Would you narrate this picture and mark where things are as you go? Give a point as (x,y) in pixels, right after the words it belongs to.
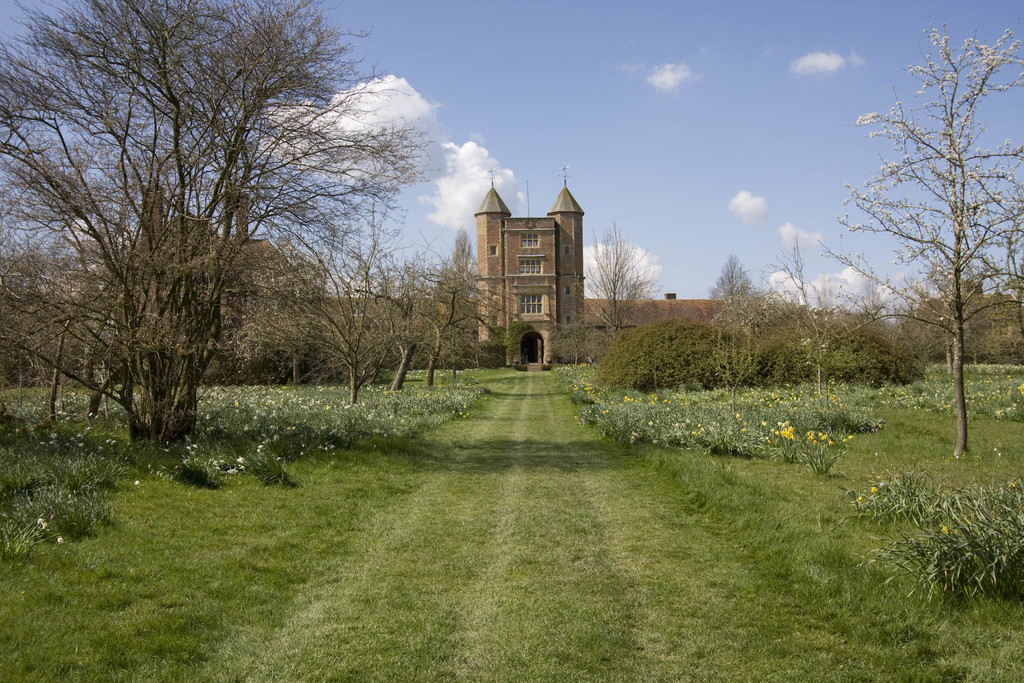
In this image in the foreground (866,472) there is greenery (559,392). There are trees (168,304) on both side. In the background (548,265) there is a building (548,265). The sky (569,87) is cloudy.
